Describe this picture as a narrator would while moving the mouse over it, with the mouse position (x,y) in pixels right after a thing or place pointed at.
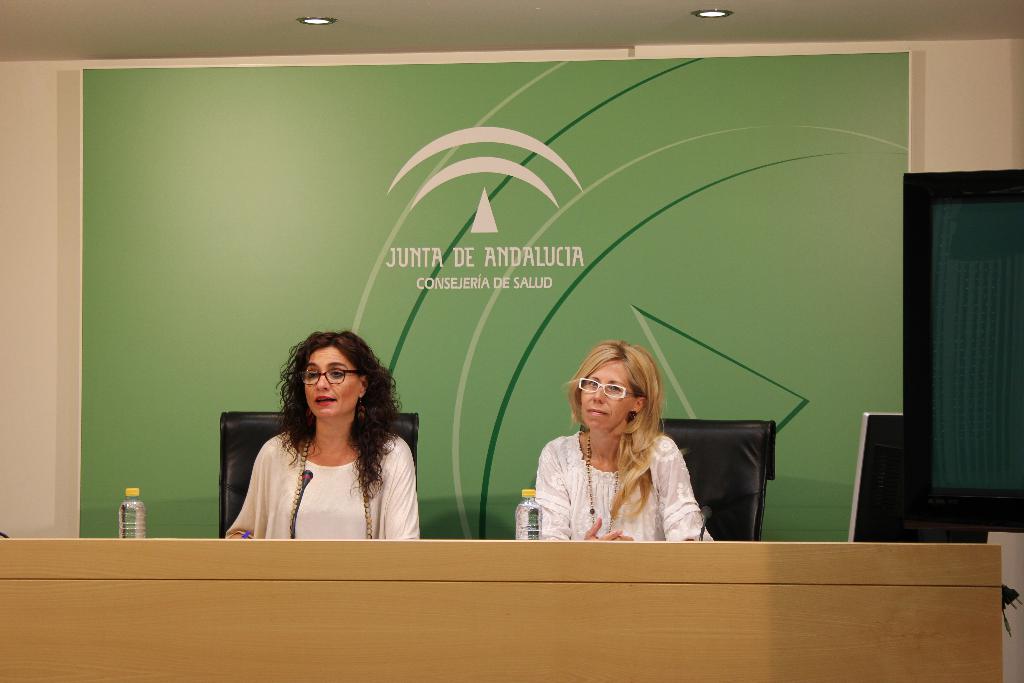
In this image we can see few people (577,474) sitting on the chairs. There are few bottles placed on the table (897,553). There is an advertising board (482,251) and some text (506,264) printed on it. There a television (976,398) at the right side of the image (985,370). There is an object (891,484) at the right side of the image (895,513). We can see few lights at the top of the image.
